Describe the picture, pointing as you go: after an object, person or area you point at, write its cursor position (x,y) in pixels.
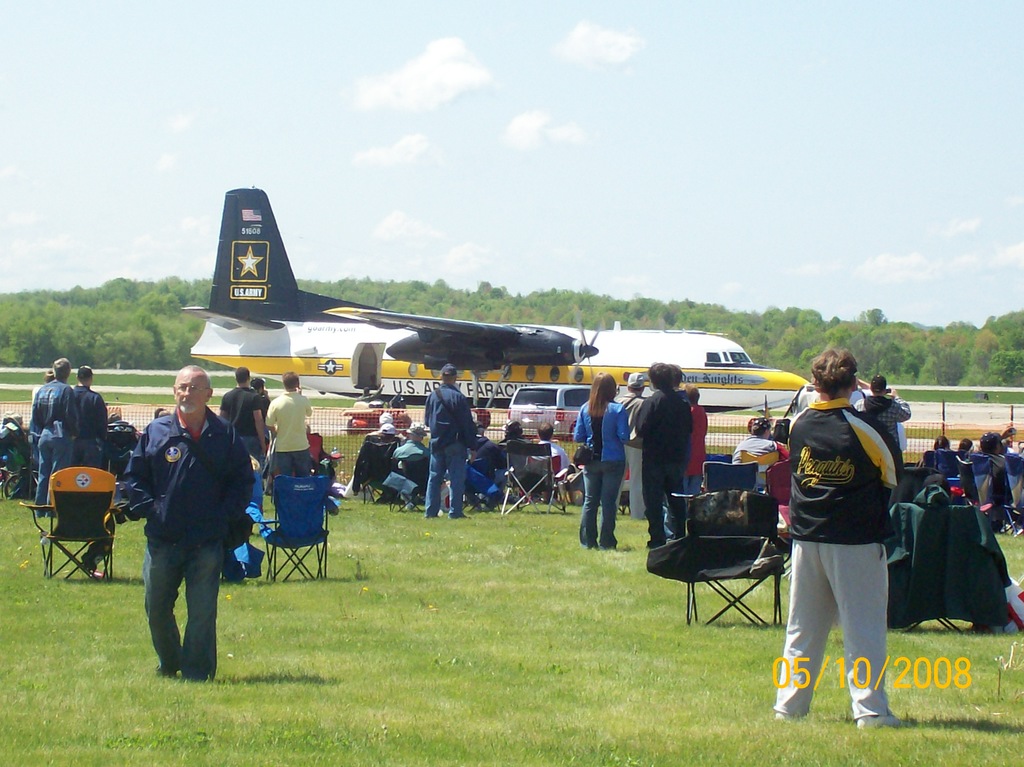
In this picture we can see many people (854,447) sitting on the chairs (102,493) on a grass field (475,593). In the background (765,397), we can see an airplane (276,370) on the runway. Here the sky (680,183) is blue and the trees (657,310) are green.
